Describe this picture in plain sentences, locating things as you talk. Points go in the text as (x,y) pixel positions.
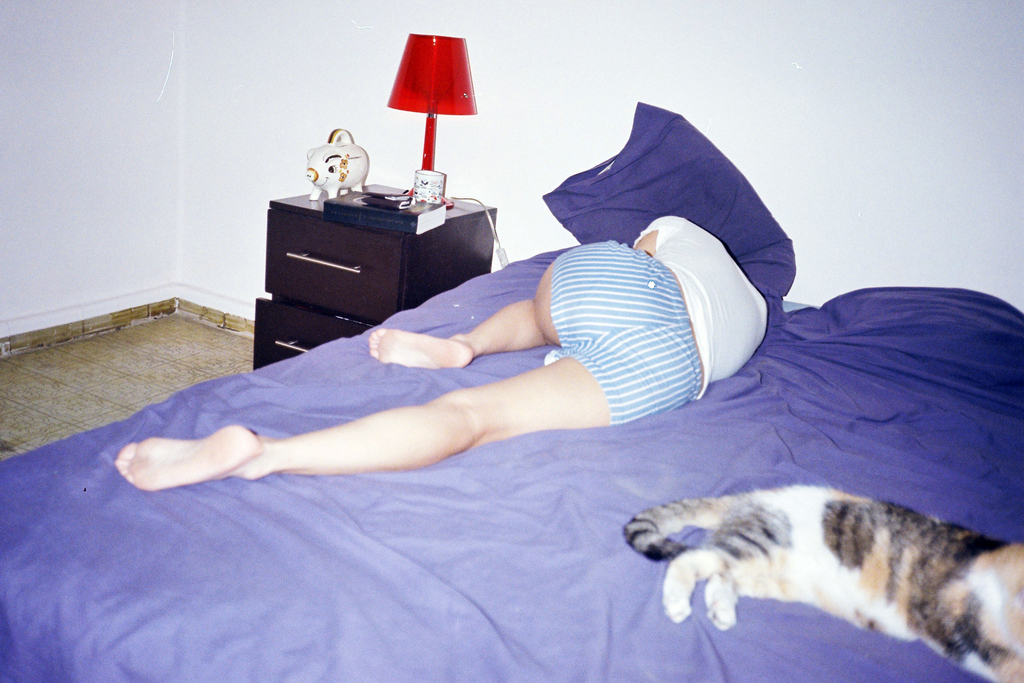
A woman (258,467) is sleeping on a bed (287,496) with a cat (705,513) beside her.
